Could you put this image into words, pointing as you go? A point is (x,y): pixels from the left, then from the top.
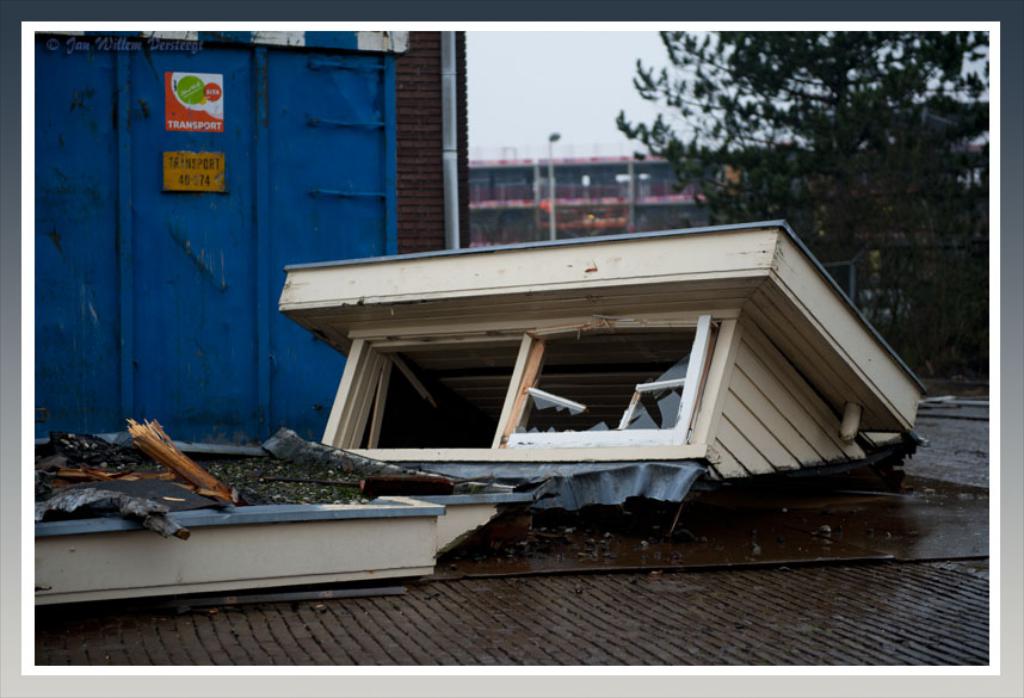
In this picture I can observe wooden roof (720,330) placed on the land (895,555). On the left side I can observe wall (405,92) of the building (417,131) which is in brown color. On the right side (868,142) there is a tree (801,171). In the background (580,185) I can observe a building (536,173) and a sky (511,87).
